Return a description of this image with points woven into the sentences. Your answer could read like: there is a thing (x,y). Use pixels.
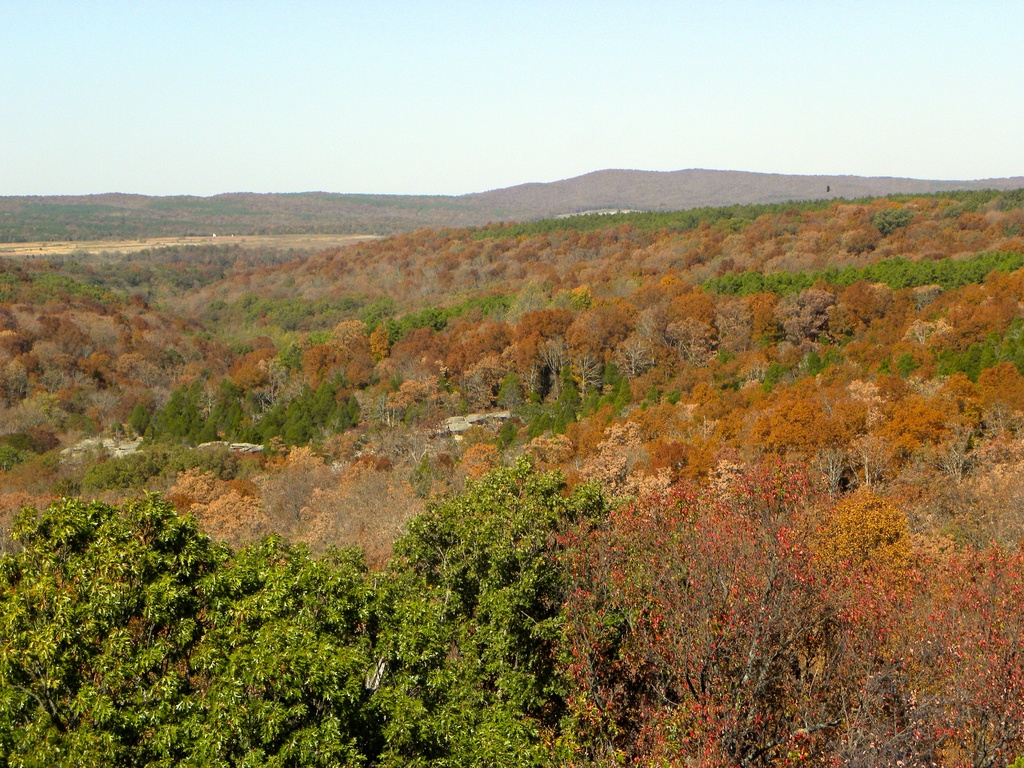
This image is clicked outside. In this image, there are mountains (734,204) which are covered with plants (632,362) and trees (703,250). At the top (163,27), we can see the sky (404,128). In the middle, there is a land (1,255). And also there are rocks (62,452) between the trees (445,473).
